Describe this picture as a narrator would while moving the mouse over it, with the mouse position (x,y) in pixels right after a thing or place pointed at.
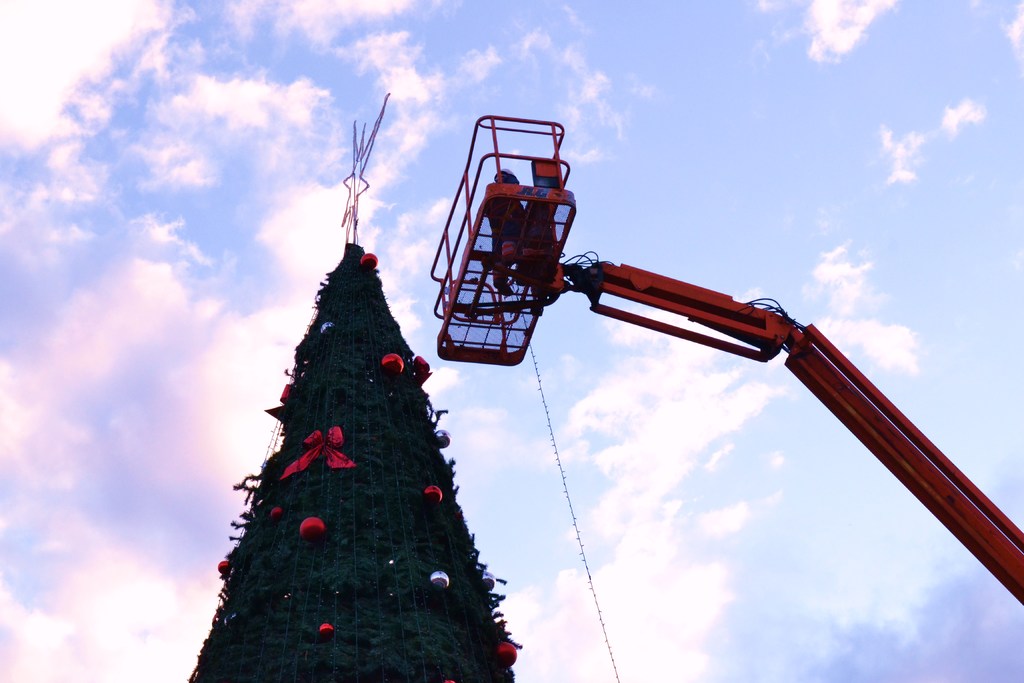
At the top (541,78) we can see sky (693,105) with clouds (396,72). Here we can see a Christmas tree (358,422) which is decorated. This is a crane (589,296).
